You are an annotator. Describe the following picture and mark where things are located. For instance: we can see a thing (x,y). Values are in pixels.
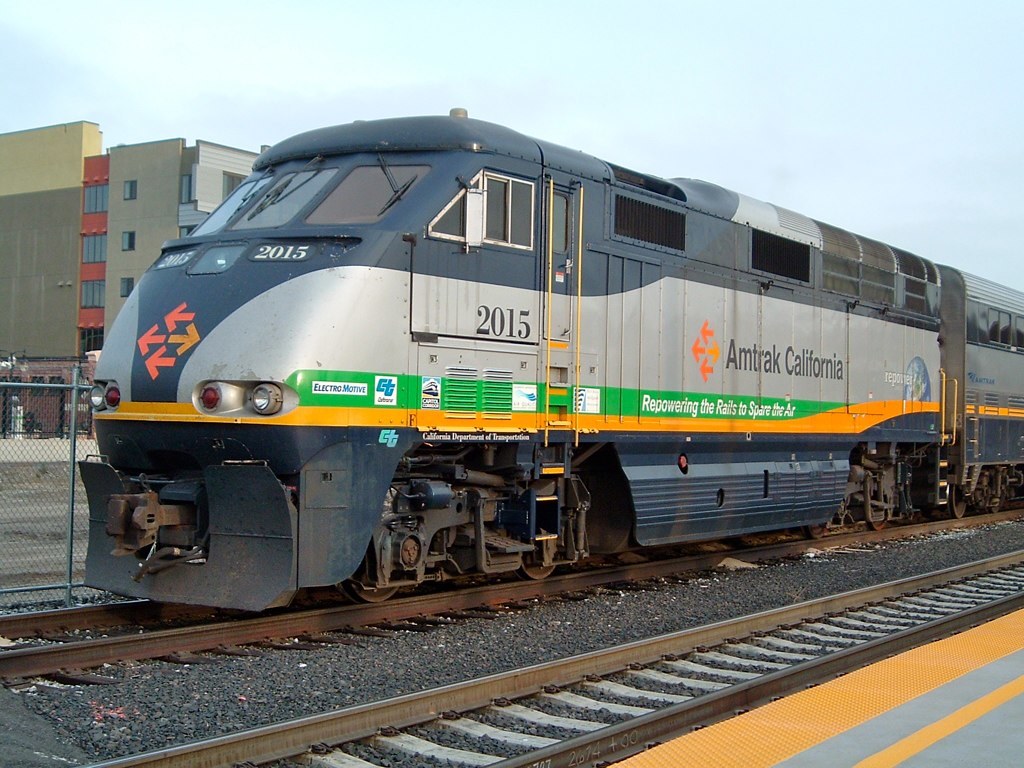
This is an outside view. Here I can see a train (569,454) on the railway track (187,621). In the bottom right-hand corner (897,709), I can see the platform (842,709). On the left side (47,475) there is a net fencing (34,474). In the background (61,265) there is a building (146,167). At the top of the image (418,73) I can see the sky (321,63).
